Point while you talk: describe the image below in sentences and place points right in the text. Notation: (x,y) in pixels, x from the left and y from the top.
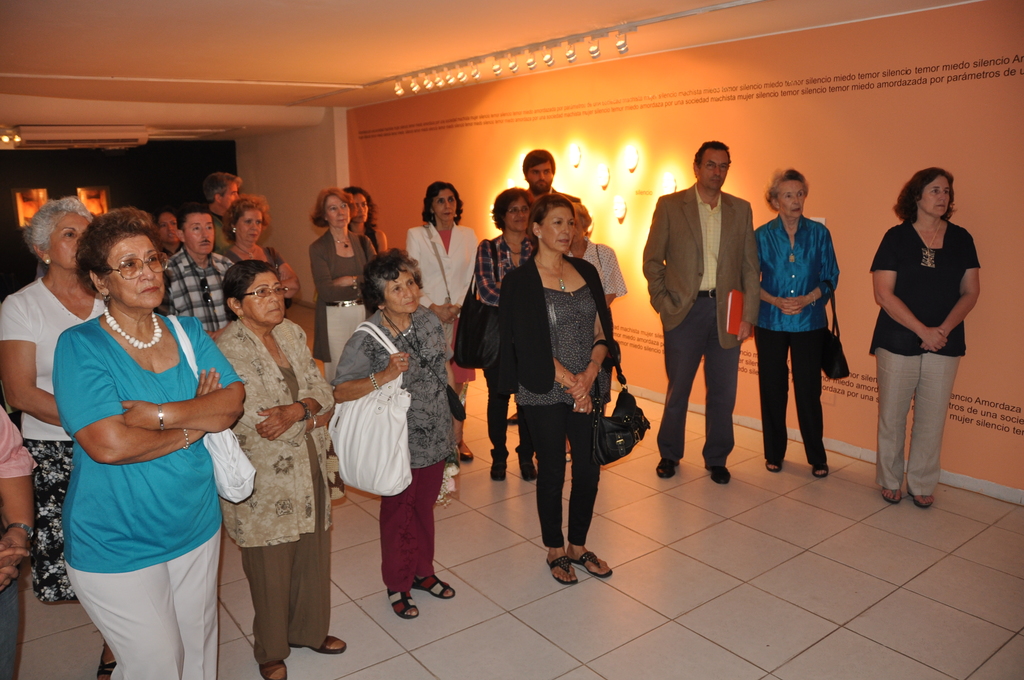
In the picture we can see some people (324,431) are standing on the floor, the floor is with white color tiles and beside them, we can see a wall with a long poster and on it we can see lights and behind them we can see a dark with some part of the light (35,212).
